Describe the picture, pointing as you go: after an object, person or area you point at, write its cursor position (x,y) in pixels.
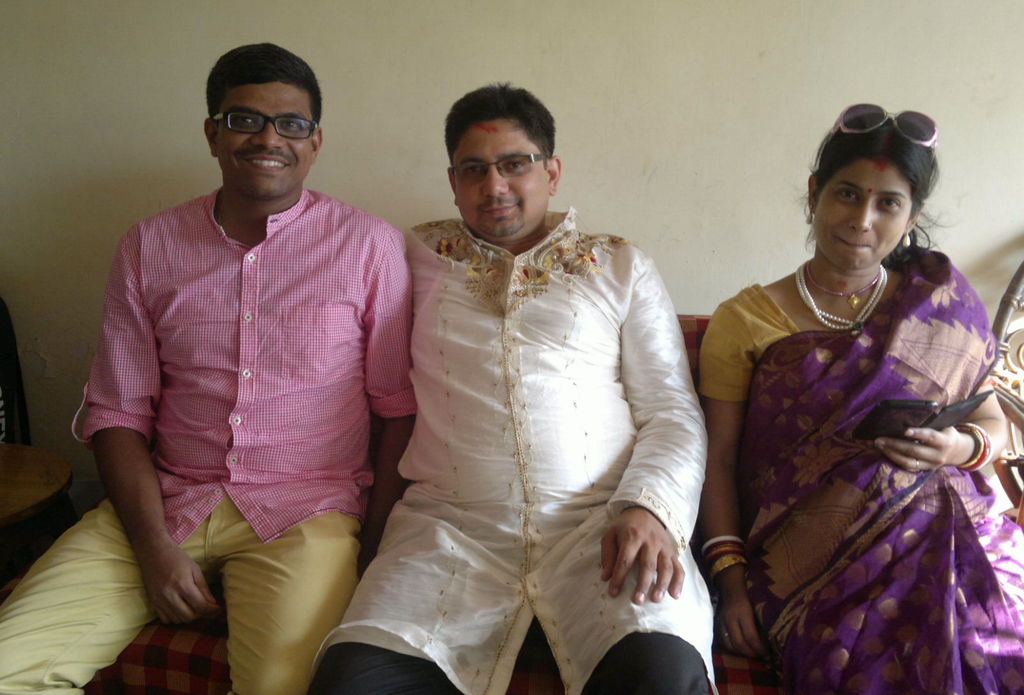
There are people (538,202) sitting in the foreground area of the image (455,254) and a chair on the left side (16,387), there is a wall (427,136) in the background (664,127).
